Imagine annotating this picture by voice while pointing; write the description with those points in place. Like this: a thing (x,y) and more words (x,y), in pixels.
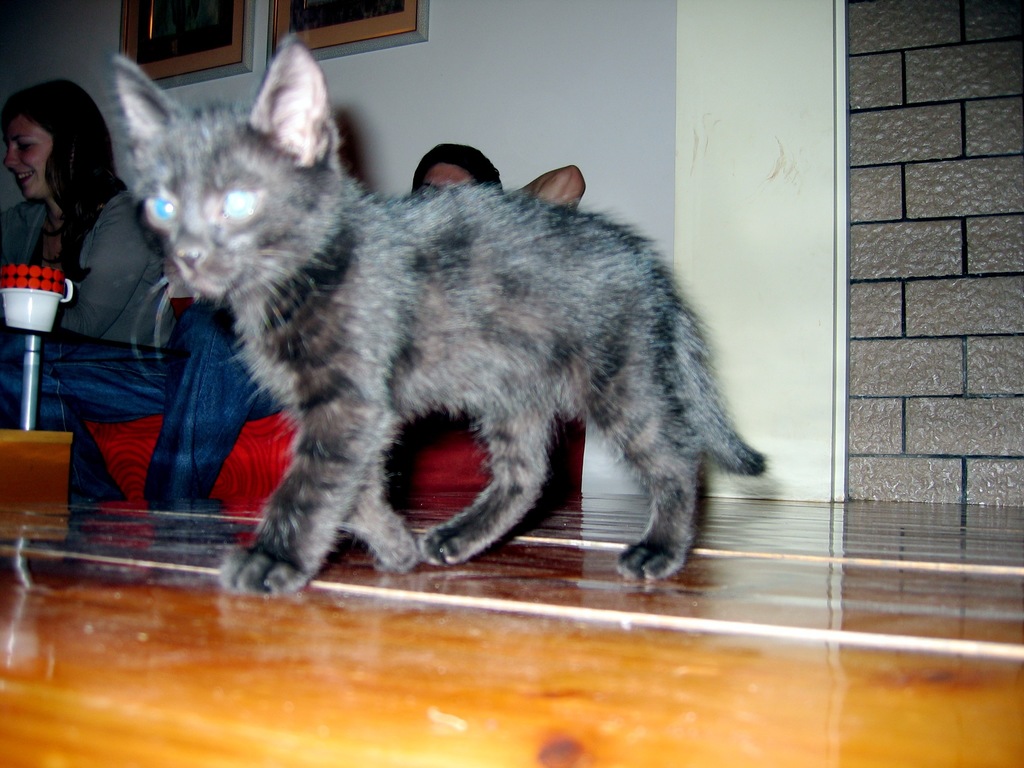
A black cat (514,467) is walking on this floor (566,582). On the left side (97,249) a woman (96,283) is sitting on the sofa (147,421).
